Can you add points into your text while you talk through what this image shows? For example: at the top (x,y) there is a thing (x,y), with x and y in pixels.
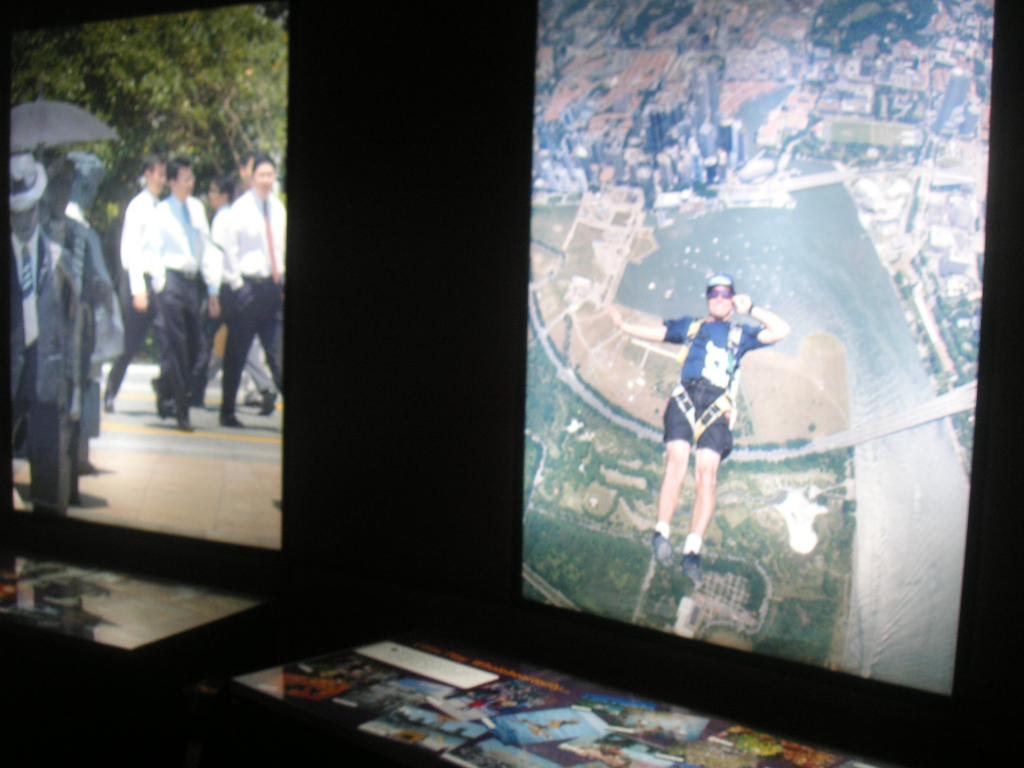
In the center of the image (619,393) we can see screens (196,365). On the screens (582,362), we can see a few people (196,365), buildings (644,120), trees (160,116) and a few other objects (52,132). At the bottom of the image (323,667) we can see some objects (331,712).
